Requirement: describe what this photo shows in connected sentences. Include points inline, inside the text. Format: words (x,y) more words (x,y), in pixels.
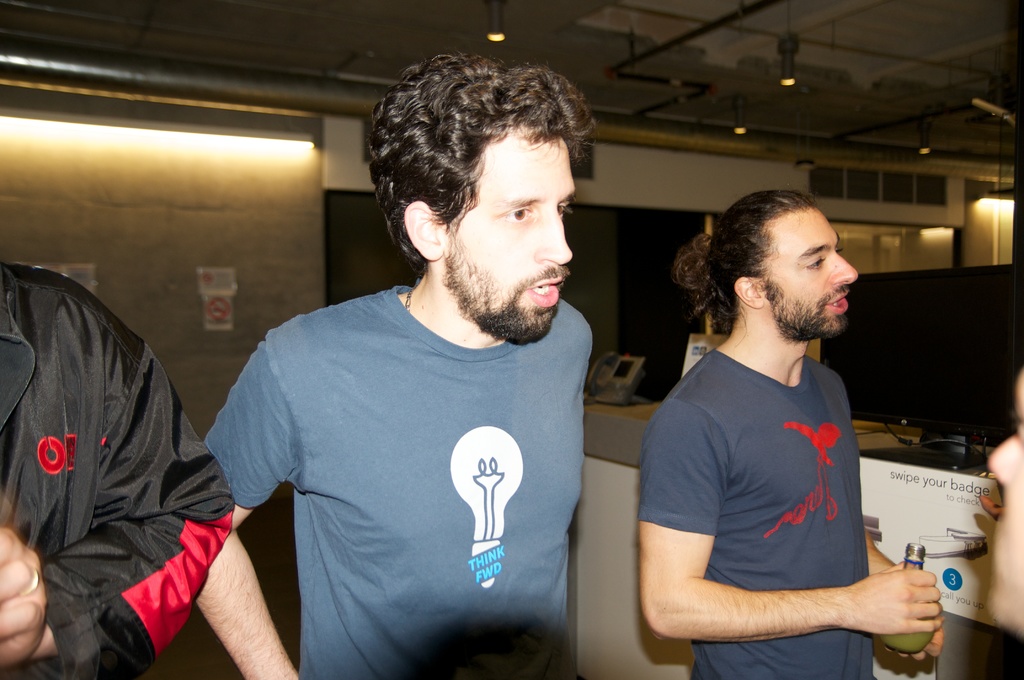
In this image I can see three men (502,461) standing. At the back side (193,284) there is a wall (142,317).
